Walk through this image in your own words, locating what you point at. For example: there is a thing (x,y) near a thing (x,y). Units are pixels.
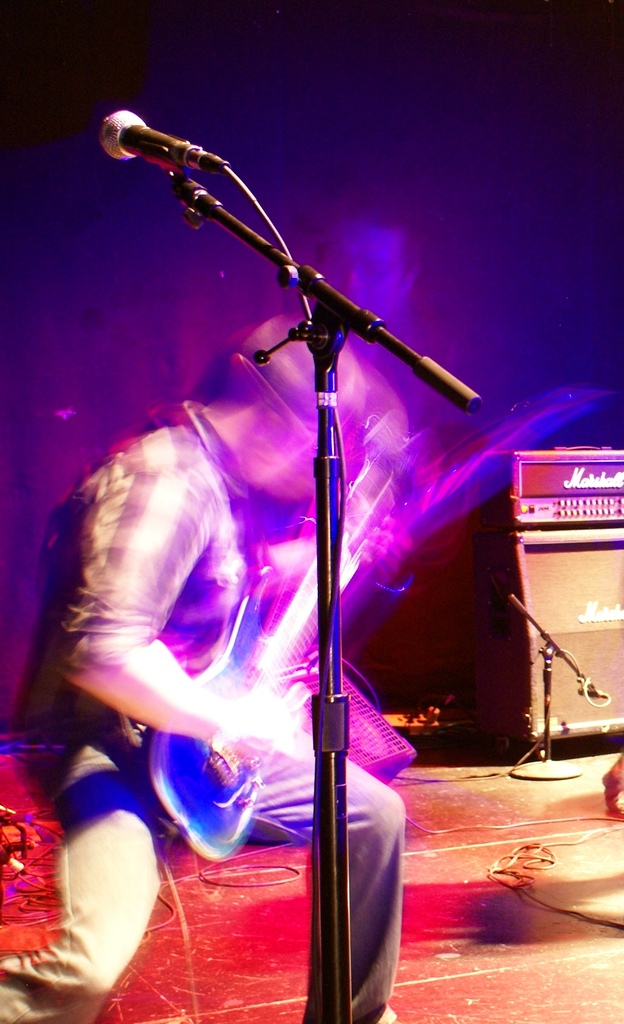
In this image I can see a person (357,816) and I can see this person (228,588) is holding a guitar (273,659). I can also see a mic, a speaker (578,561) and I can see something is written over here. I can also see this image is little bit blurry and I can see black color in background (423,268).
